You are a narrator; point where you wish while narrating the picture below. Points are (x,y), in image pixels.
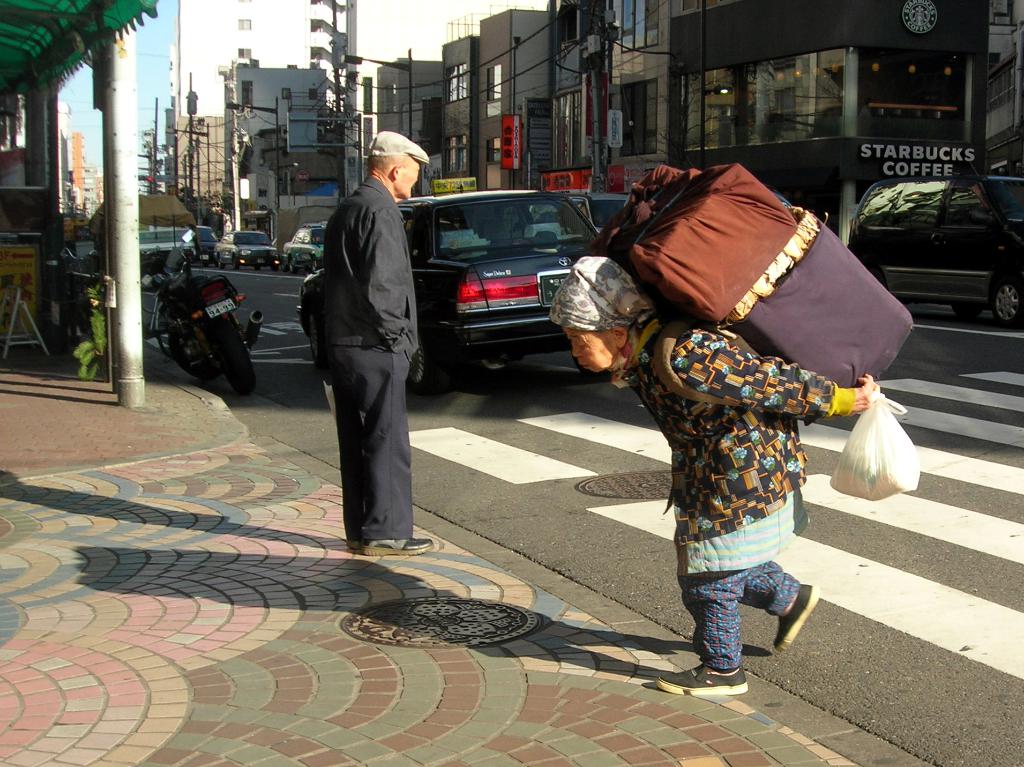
In this image there is the sky (155,53), there are buildings (322,85), there is a person (378,277) standing, there is a person (635,364) walking, there is a person (782,400) holding objects (820,368), there is a road (551,446), there are vehicles (511,293) on the road (509,426), there is a vehicle (941,254) truncated towards the right of the image (988,216), there are shops (54,325), there is a building (932,123) truncated towards the right of the image (1002,81), there is a building (39,168) truncated towards the left of the image (48,103), there is an object (40,341) on the ground (34,352).
